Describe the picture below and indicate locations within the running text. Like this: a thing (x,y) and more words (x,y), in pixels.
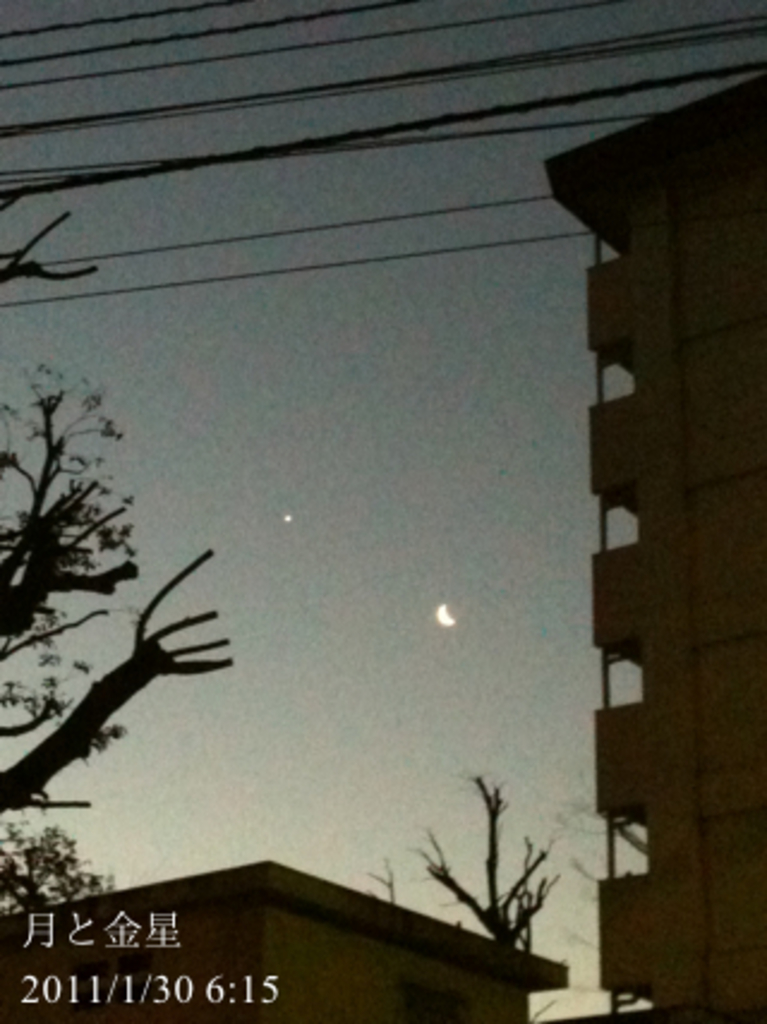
In the image there is a building (649,316), a house (362,959) and around the house (304,955) there are few trees (132,657) and above the trees (73,272) there are some wires (242,152).
